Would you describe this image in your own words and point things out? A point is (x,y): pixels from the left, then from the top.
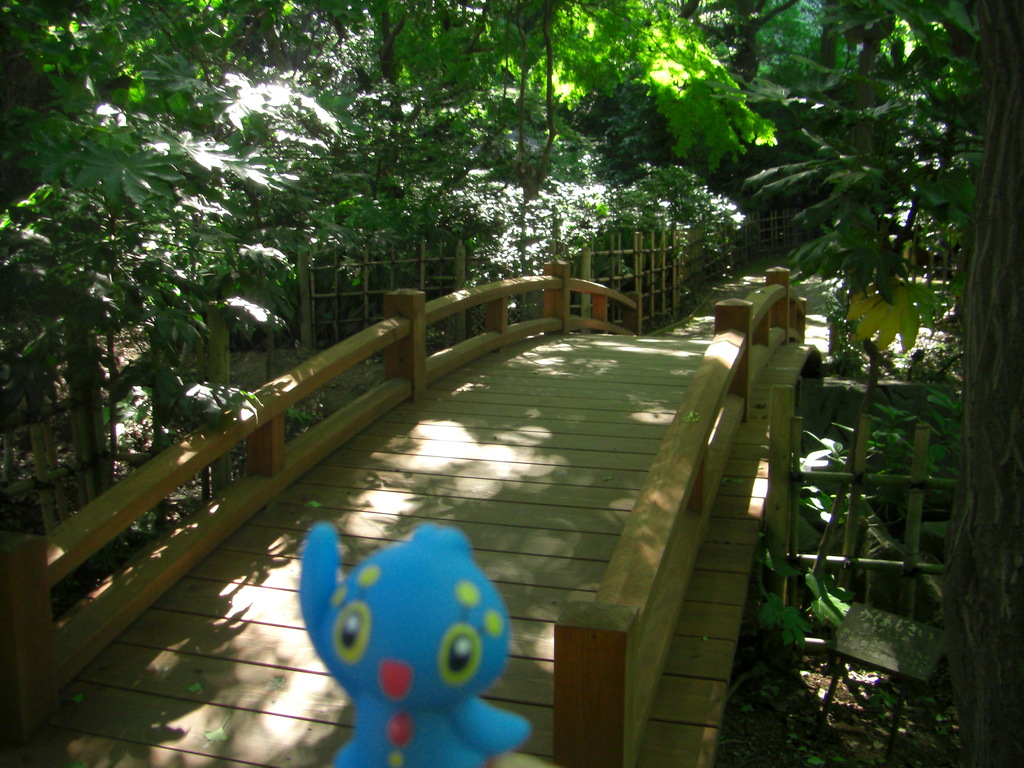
In the image I can see a bridge like thing (482,465) on which there is a doll (466,630) and around there are some trees (598,34) and some plants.
